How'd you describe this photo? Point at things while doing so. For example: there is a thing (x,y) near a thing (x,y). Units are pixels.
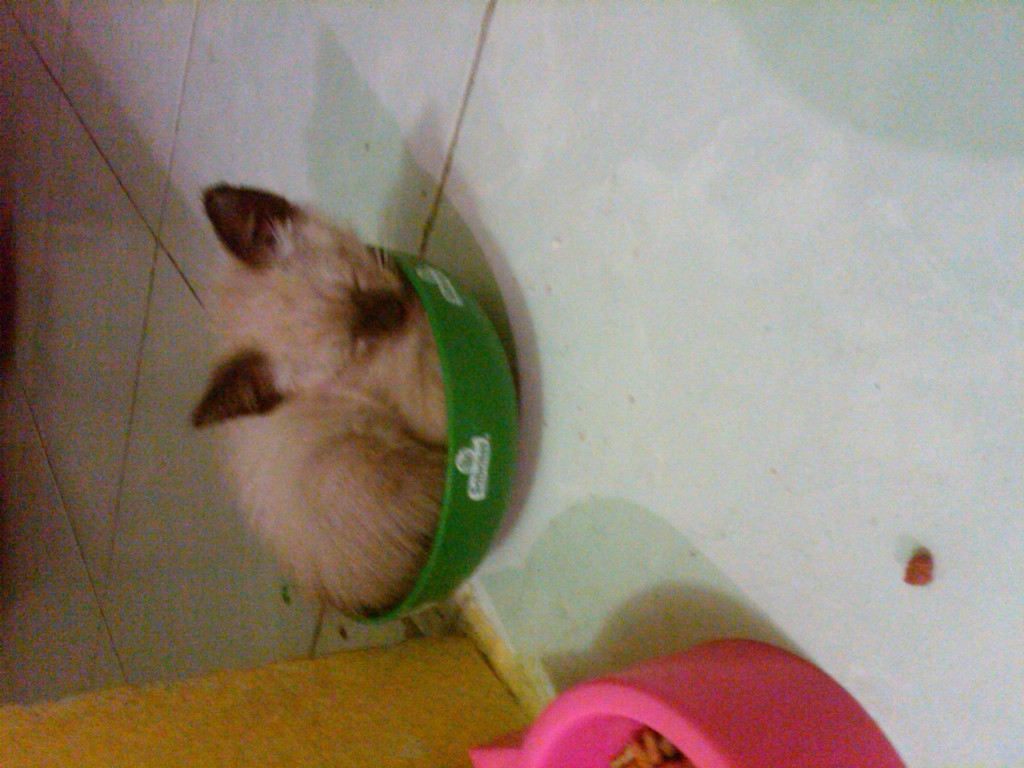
In this picture we can see a bowl (476,453) here, we can see a cat (434,423) sleeping in the bowl (463,431), at the bottom (56,672) there is floor (780,320).
